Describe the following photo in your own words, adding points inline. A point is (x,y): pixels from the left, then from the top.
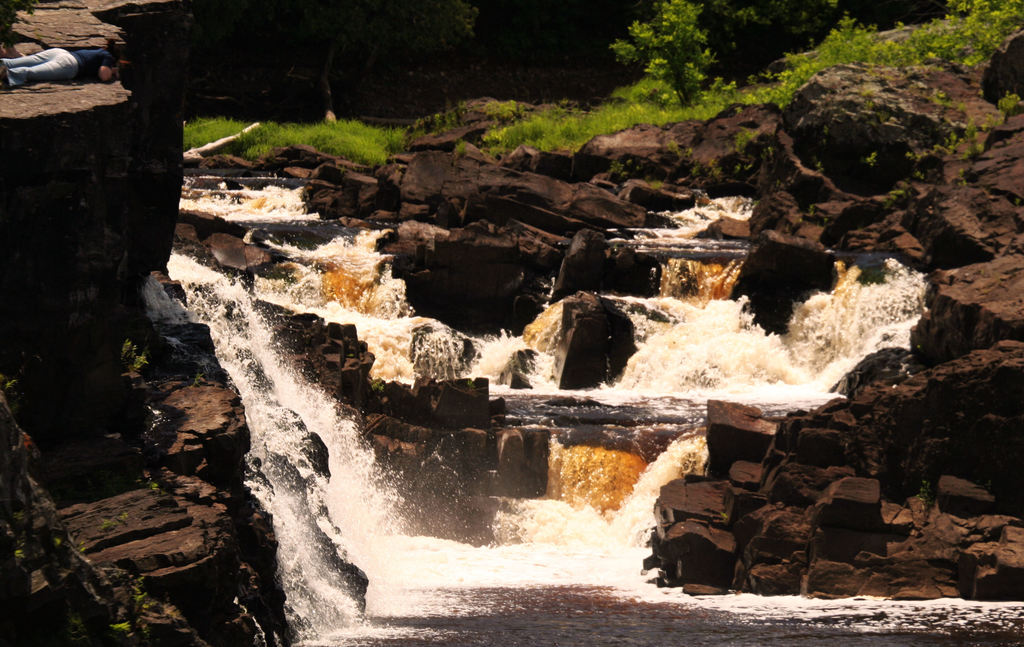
In this image we can see the water falls (264,455) and there are some rocks (561,294) and we can see a person (69,62) lying on the rock (54,136) and there are some plants (953,50) and trees (794,49) in the background (979,52).
